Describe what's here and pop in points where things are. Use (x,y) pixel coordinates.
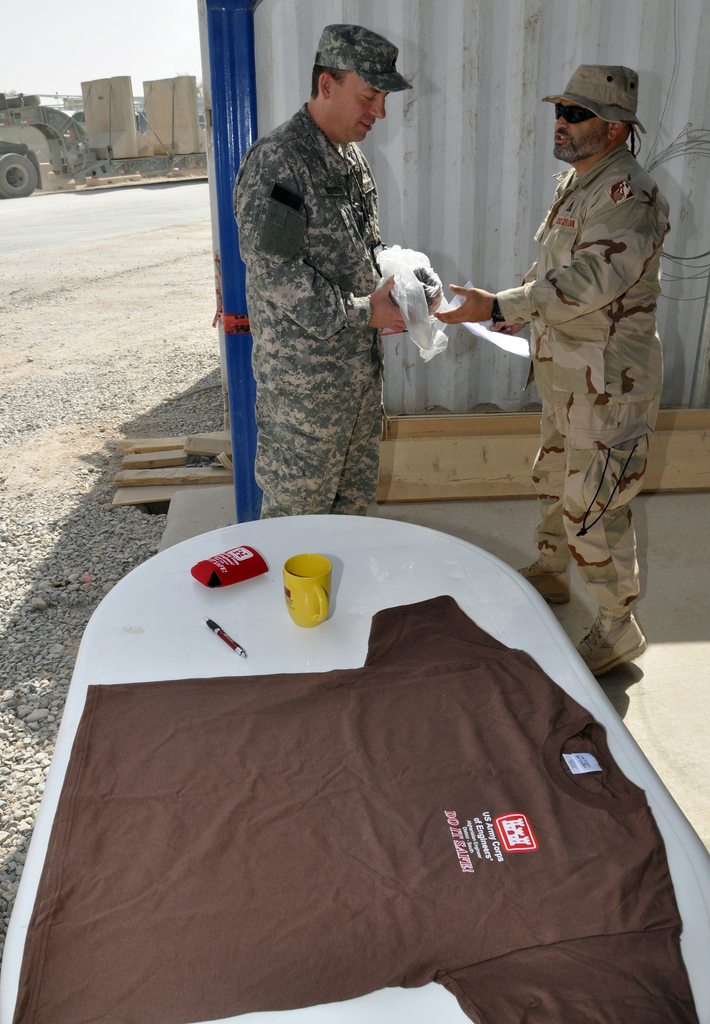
In this image we can see a white color table (125,636) on which there is a t-shirt (319,764). There is a mug (297,611), pen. Behind it there are two persons (566,277) standing. In the background of the image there is vehicle (119,157). There is road (19,211).
